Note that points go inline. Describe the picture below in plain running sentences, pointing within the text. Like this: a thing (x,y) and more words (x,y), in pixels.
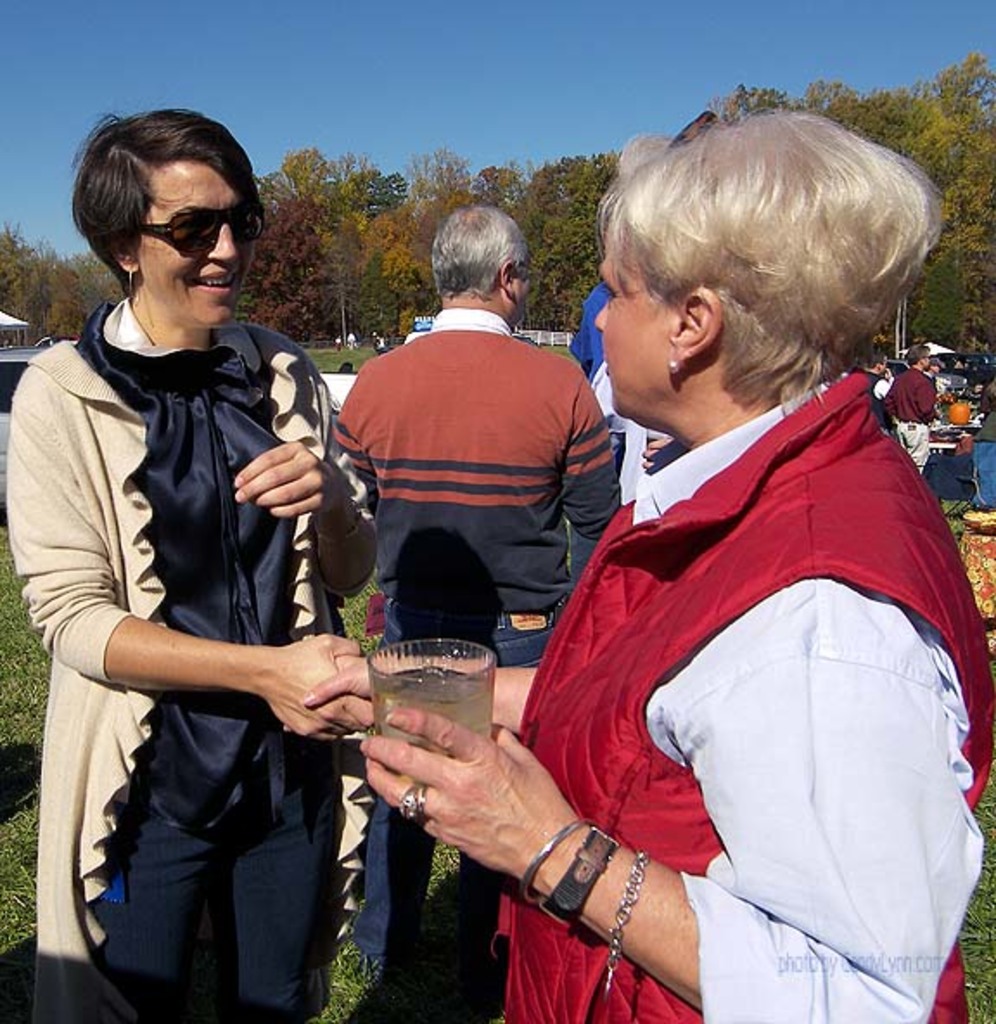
These three persons (523,583) are standing and this woman (480,745) holding glass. Background (351,339) we can see grass (334,355), persons (896,391), trees (498,177) and sky (542,78).
